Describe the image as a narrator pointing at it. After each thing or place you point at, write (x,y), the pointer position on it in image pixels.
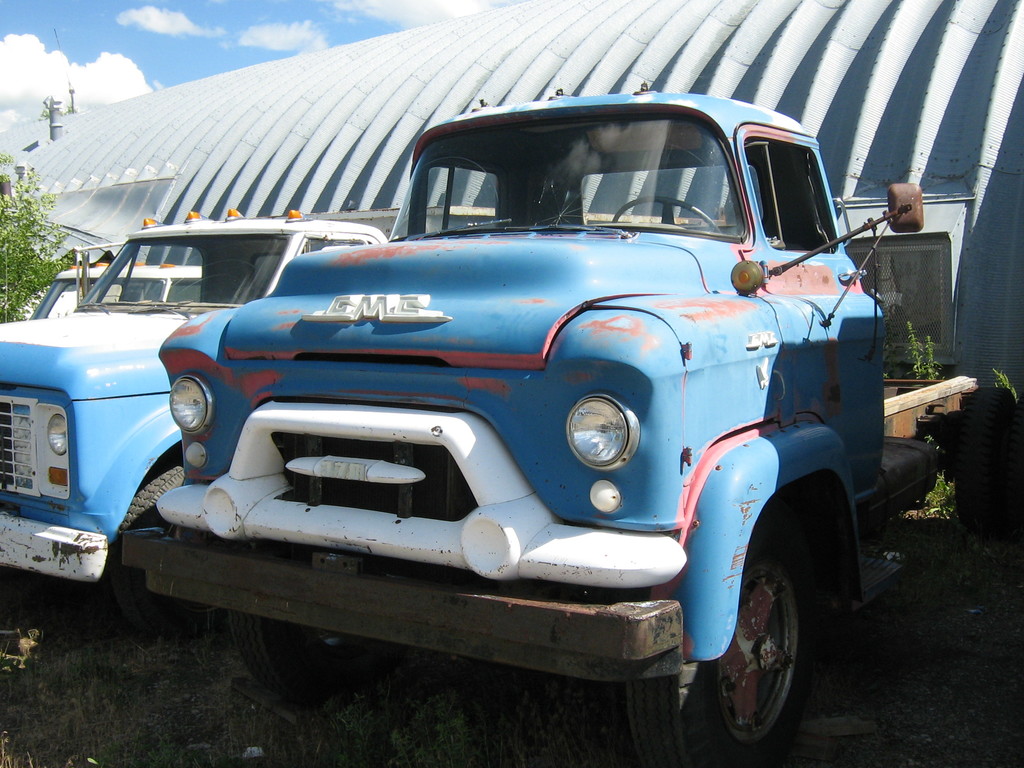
In this image I can see a might be a building (450,42) in the middle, in front of building (844,121), there are vehicles (564,304), plants (9,227), at the top (201,62) I can see the sky (233,37).
